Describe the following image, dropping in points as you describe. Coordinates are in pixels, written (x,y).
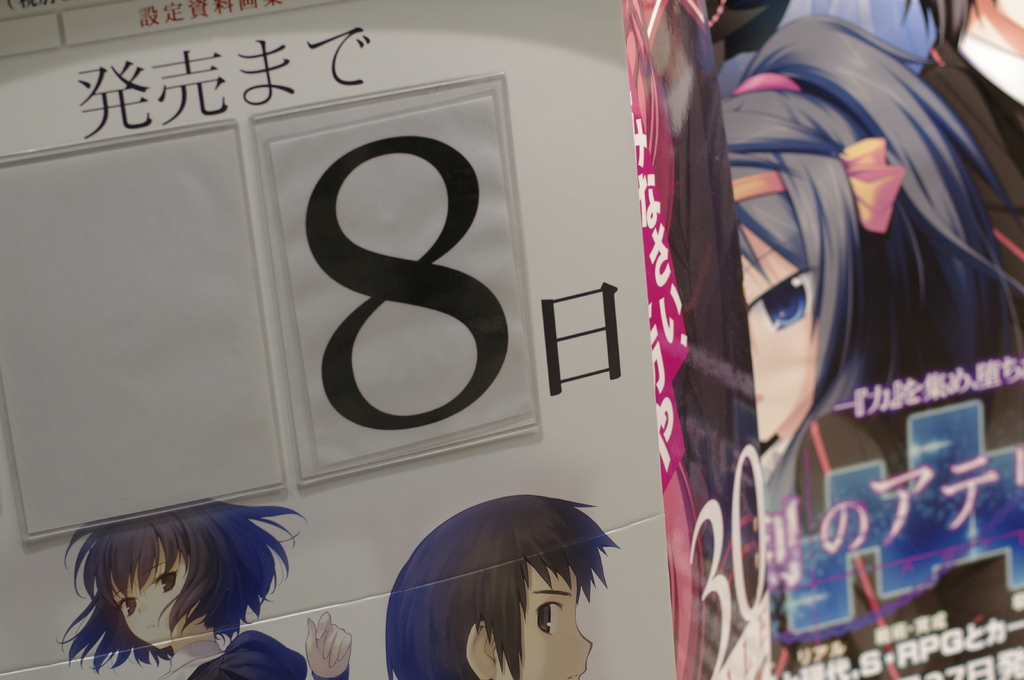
In this image there are a few cartoon images (482,592) and some text (259,95) on the wall (150,343).
